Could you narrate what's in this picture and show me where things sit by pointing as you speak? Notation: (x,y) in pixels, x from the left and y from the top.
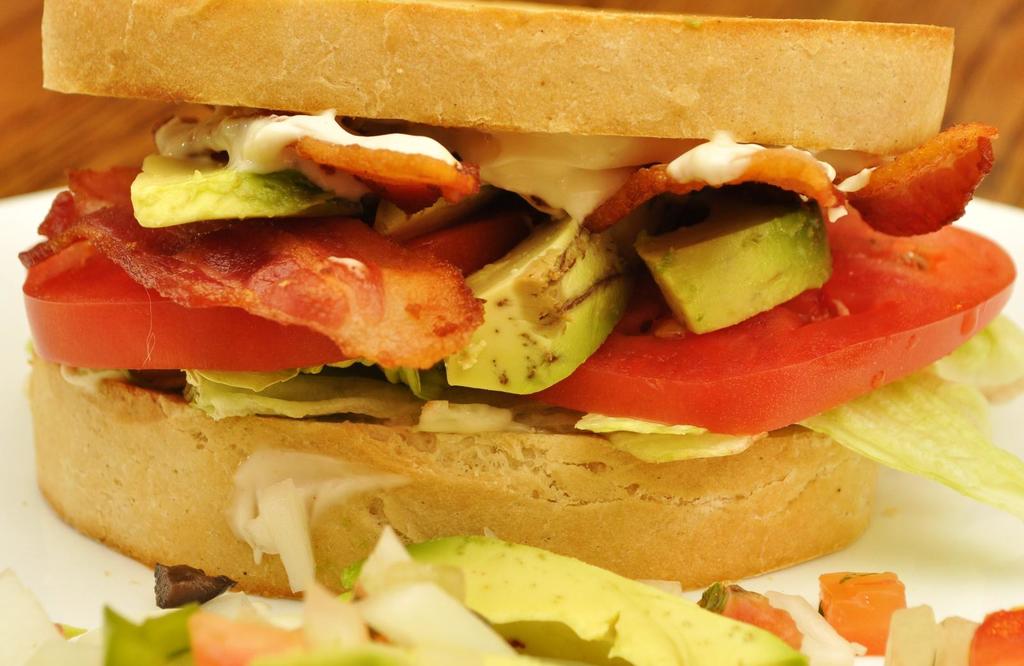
In this picture we can see food items (373,393) on a plate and in the background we can see a wooden object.
